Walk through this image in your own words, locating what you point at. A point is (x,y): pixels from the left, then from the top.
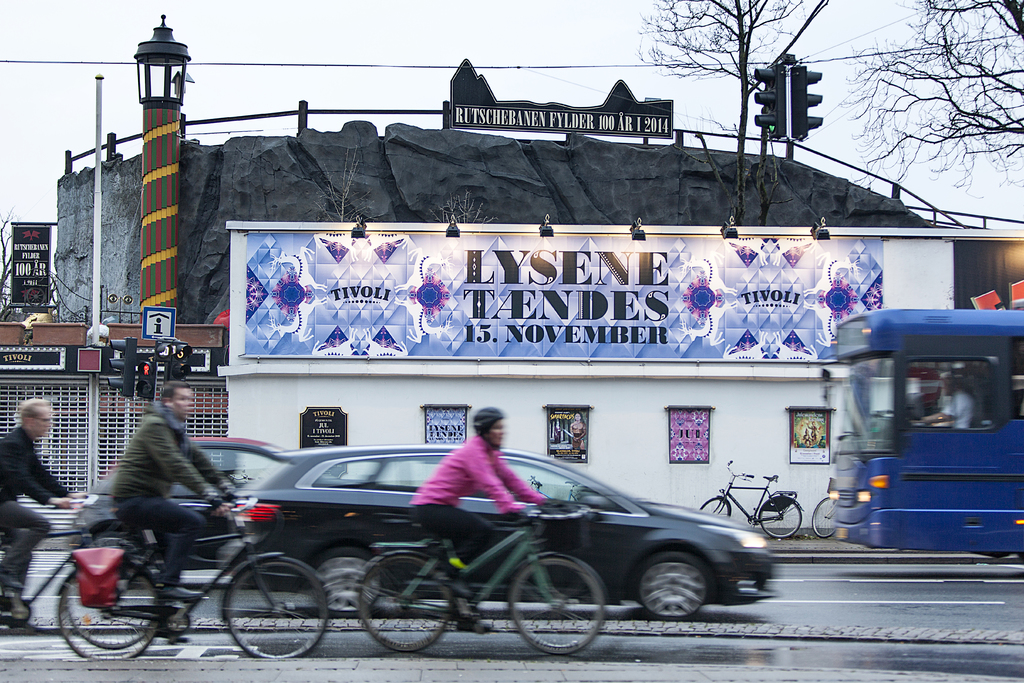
It is a road (48,624), there are lot of vehicles (972,424) passing on the road (943,570) behind the vehicles (587,551) there are some traffic signals (133,368) and also symbols (154,325), to the right side (726,259) there is big poster (582,308), in the background (499,130) there is a hill (233,142) and a board (615,113) on it to the right side (705,14) there are trees (877,88).
